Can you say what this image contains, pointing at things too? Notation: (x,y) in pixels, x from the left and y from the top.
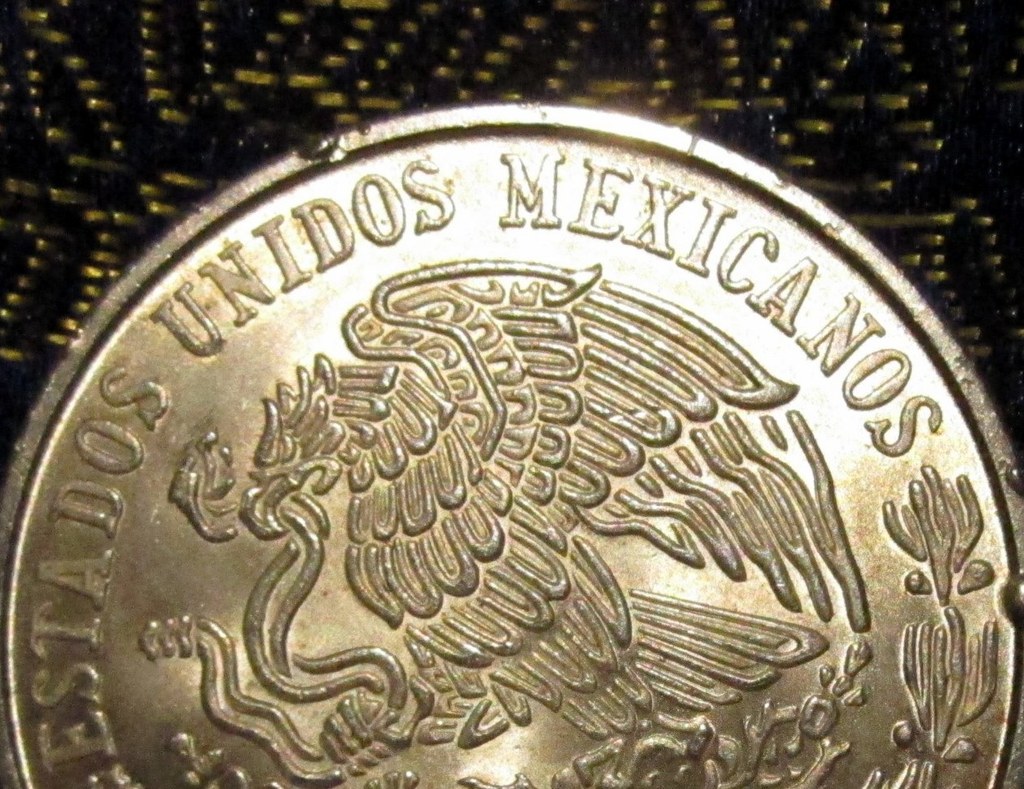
In this image I can see a coin (333,492) with some text (609,172) written on it.
